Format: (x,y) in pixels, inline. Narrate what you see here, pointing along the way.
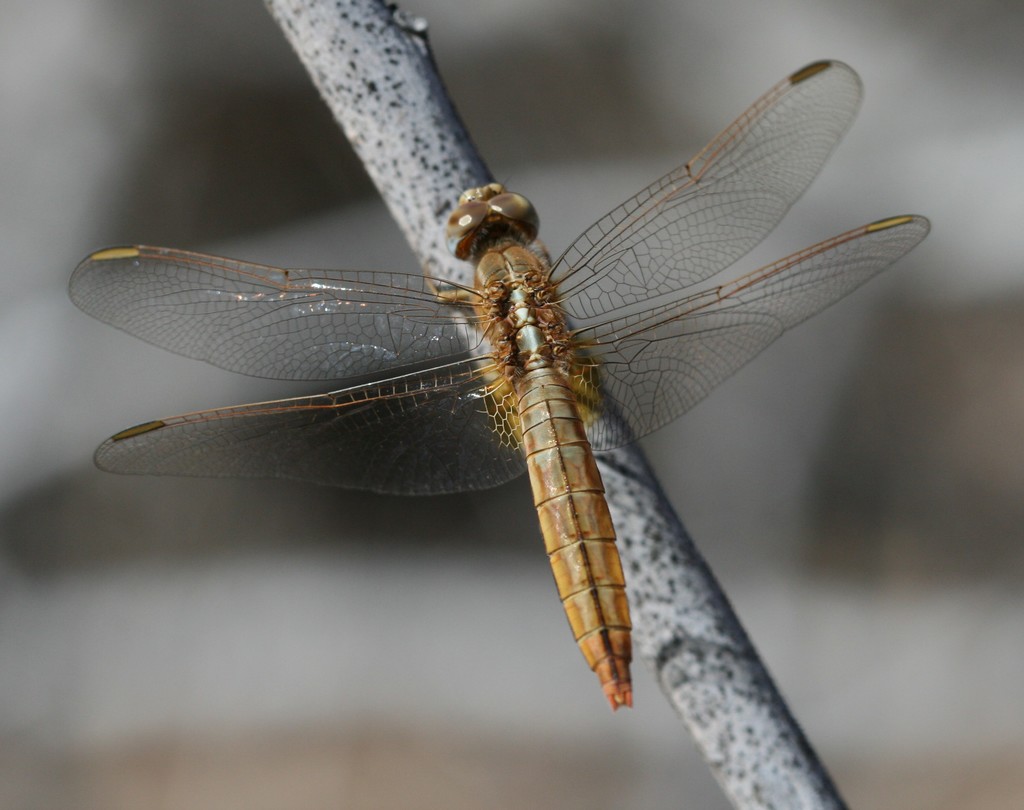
In the image there is a dragonfly (630,379) standing on stem (398,70).
